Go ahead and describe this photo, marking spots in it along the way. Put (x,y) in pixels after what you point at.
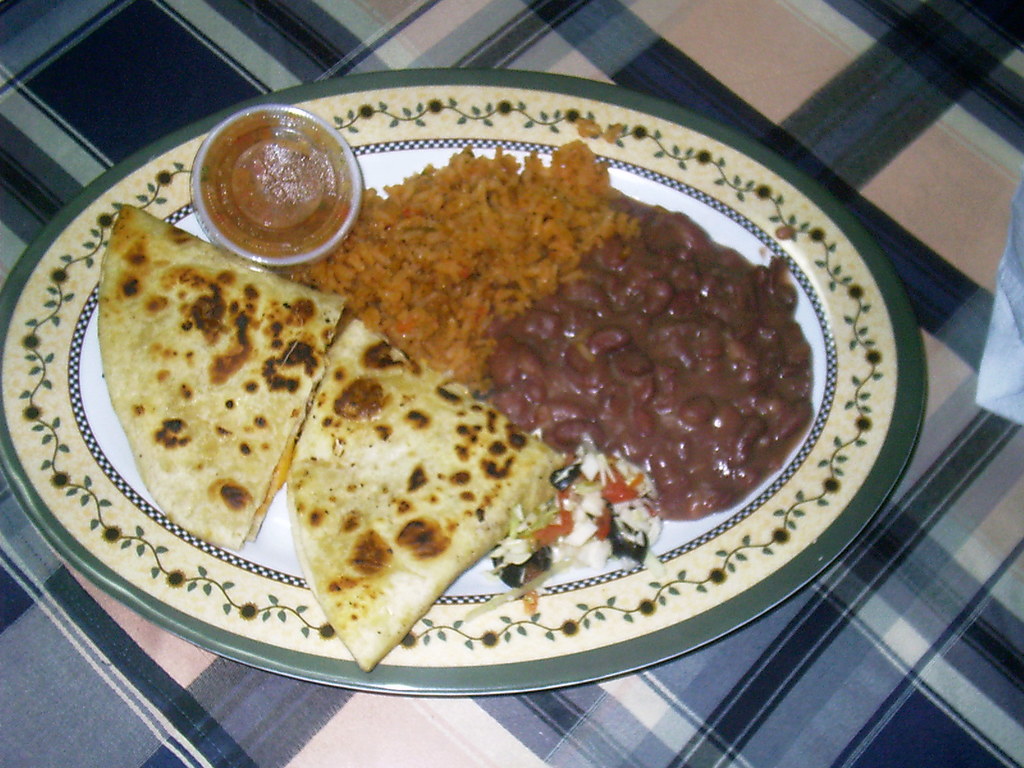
In this picture I can see food items (362,247) and a tiny plastic box (324,147) with a lid (327,211) on the plate (387,118), on the cloth (160,136).
